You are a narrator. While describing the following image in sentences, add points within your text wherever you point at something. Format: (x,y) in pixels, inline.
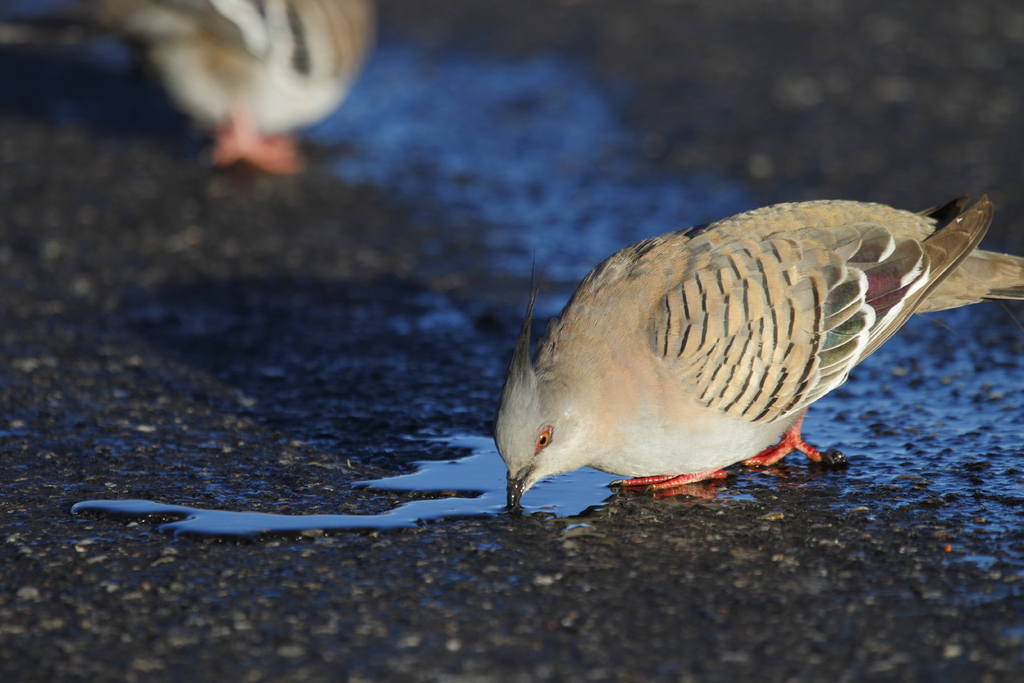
This image is taken outdoors. At the bottom of the image (220,603) there is a road (199,400) and there are a few water (460,501) on the road (429,332). On the right side of the image (763,312) there is a bird (700,352) on the road (939,512) and it is drinking water (542,485). At the top of the image (245,74) there is another bird (241,146) on the road (189,126).
